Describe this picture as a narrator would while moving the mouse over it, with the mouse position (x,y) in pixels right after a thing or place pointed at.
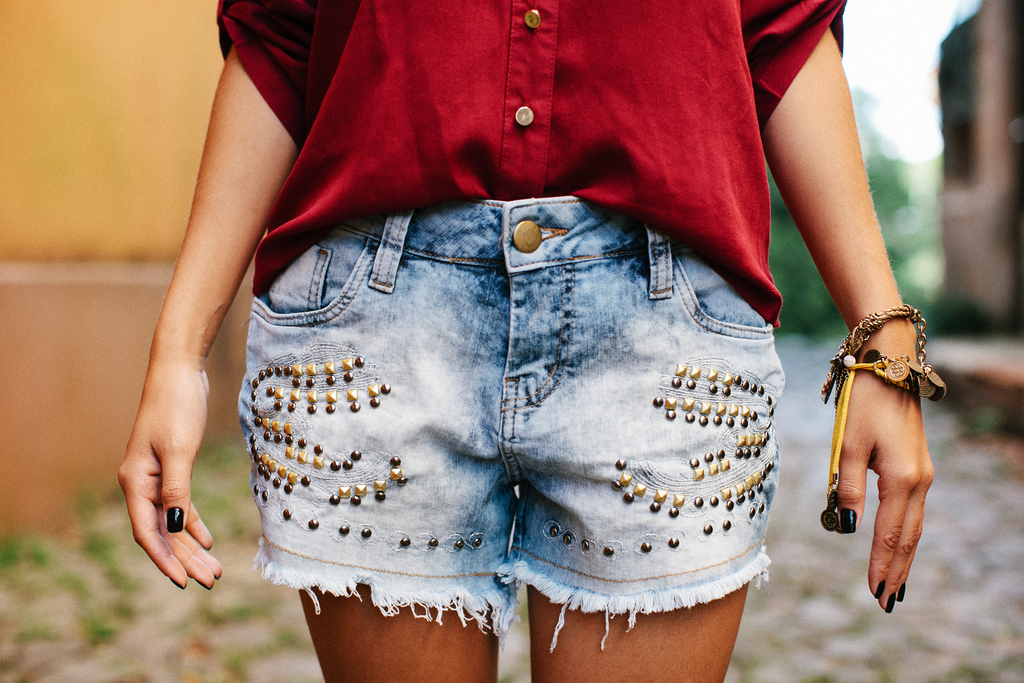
In the center of the image (467,277) we can see a lady (666,400) standing. She is wearing a red shirt (581,108). In the background (120,76) there is a wall (120,91) and trees (880,212).
